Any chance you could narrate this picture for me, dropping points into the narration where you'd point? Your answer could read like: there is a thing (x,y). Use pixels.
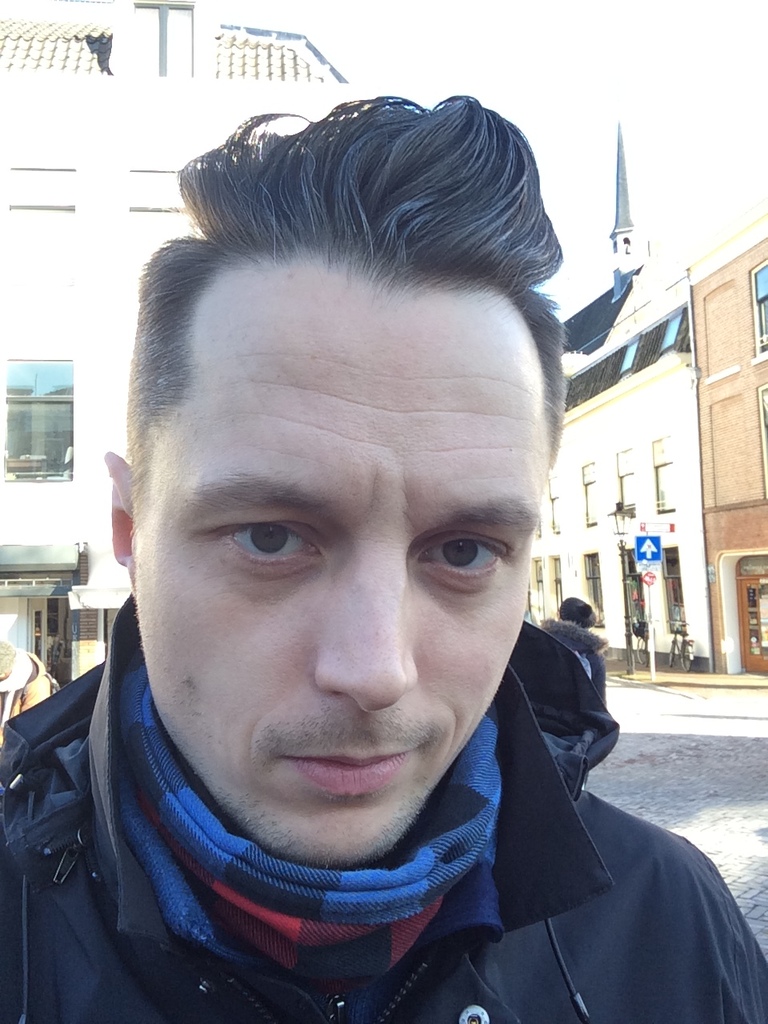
This image consists of a man (338,933) wearing black jackets (407,978) and scarf (366,885). In the background (104,103), there are buildings (718,642) along with windows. At the bottom (654,753), there is road (648,749). To the top (533,60), there is sky (654,0).
